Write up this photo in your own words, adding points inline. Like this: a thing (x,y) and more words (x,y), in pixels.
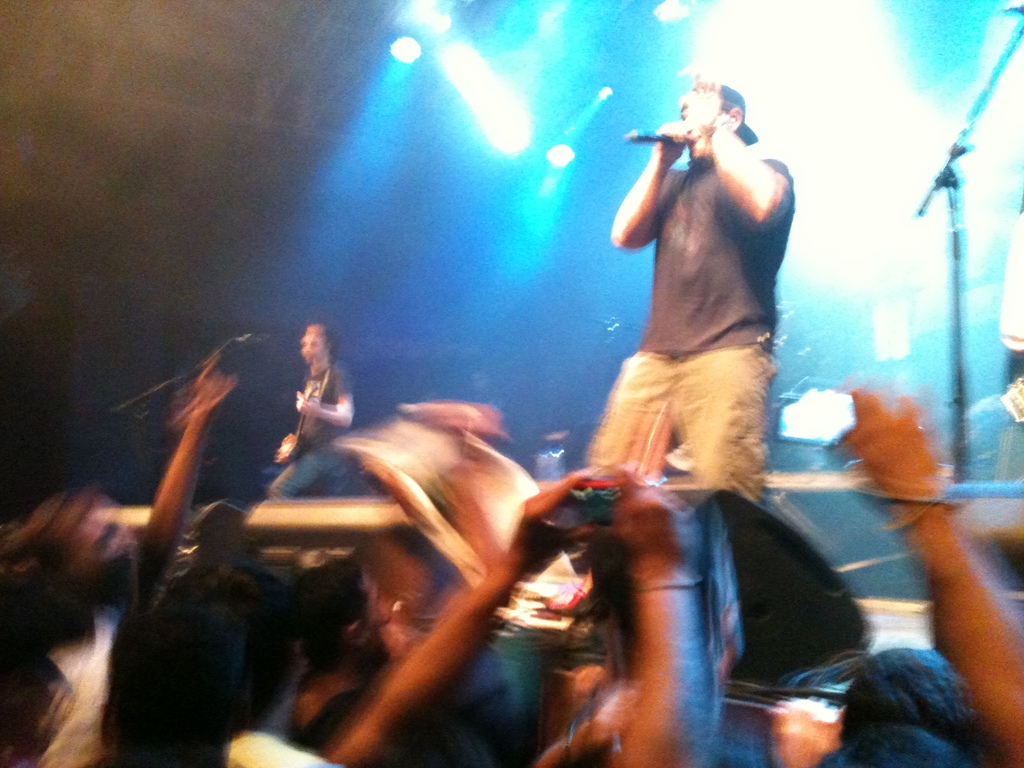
It is a music concert, a man (712,308) is standing on the stage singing a song there is a lot of crowd (417,611) enjoying the music, in the background (496,197) there are different lights (938,108).
